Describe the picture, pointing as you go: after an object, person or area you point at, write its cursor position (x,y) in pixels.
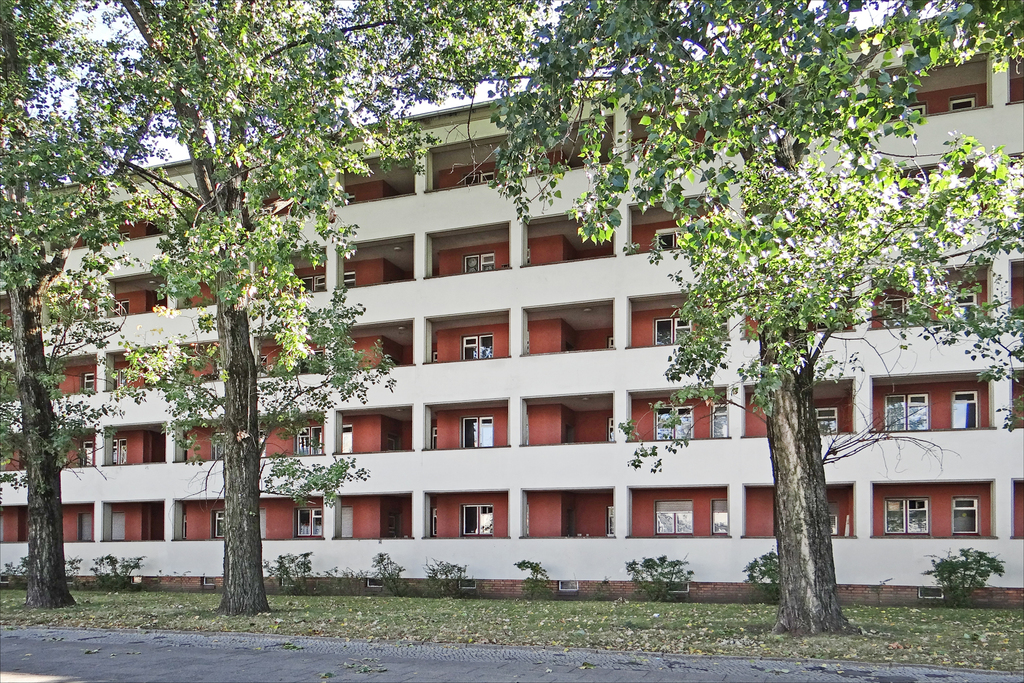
In this image we can see a building (349,423) with windows (350,438) and pillars (521,416). We can also see some plants (659,588), trees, grass (694,614), a pathway (424,681) and the sky (351,79).
